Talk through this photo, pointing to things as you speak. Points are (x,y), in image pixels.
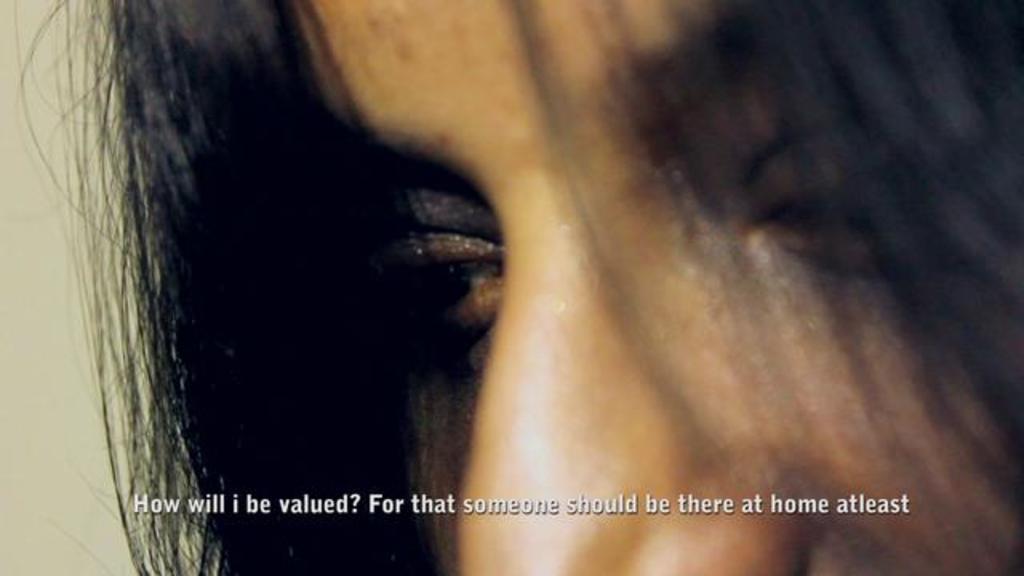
In the image in the center (603,234) we can see one human face (512,255). In the background (35,259) there is a wall (27,242).
